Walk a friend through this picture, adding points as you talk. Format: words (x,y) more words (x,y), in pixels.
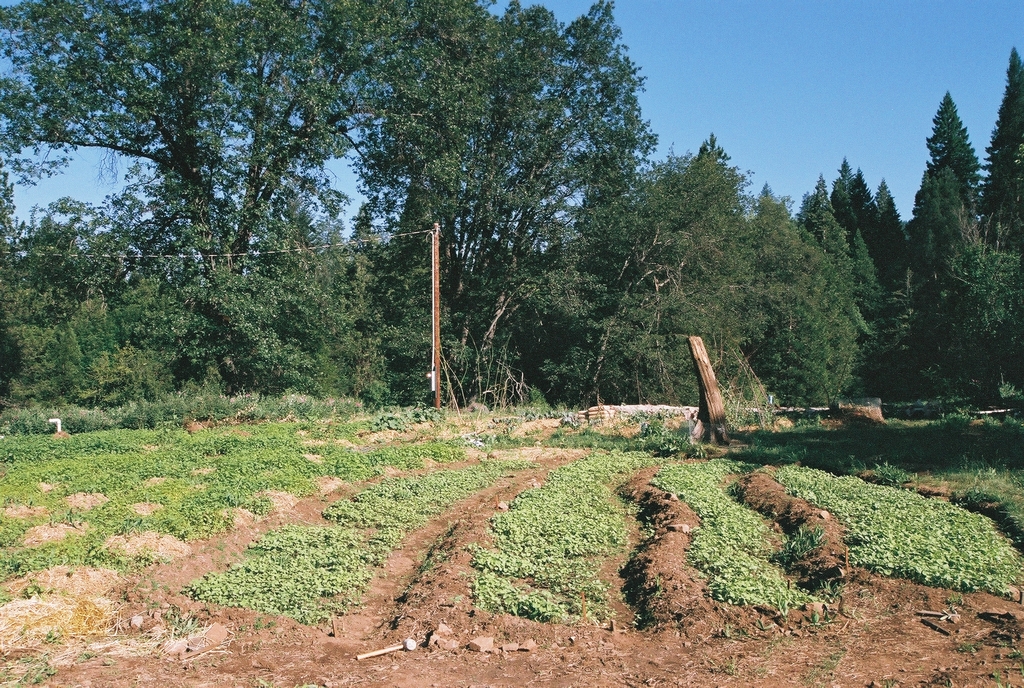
In the picture I can see the grass (360,455). In the background of the image (448,288) I can see groups of trees (387,293).
